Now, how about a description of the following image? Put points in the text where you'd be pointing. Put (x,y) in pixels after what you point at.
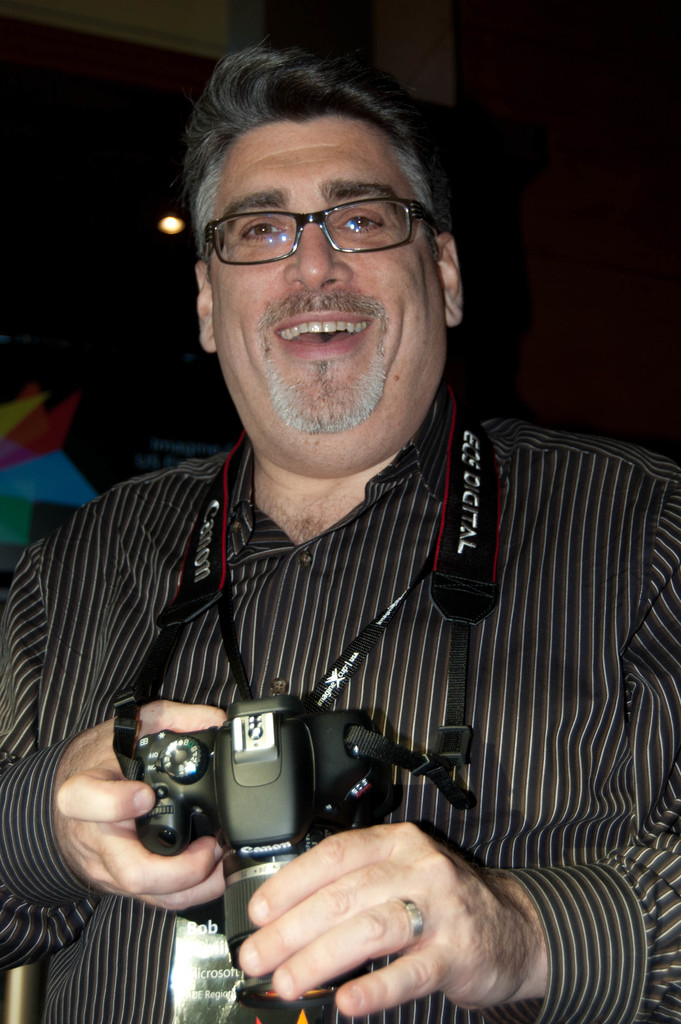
In this image in the front (319,529) there is a man (321,634) smiling and holding a camera (263,798) which is black in colour in his hand (492,930). In the background (52,480) there is an object (41,483), which is blue, red and yellow in colour and there is a light (169,216).
